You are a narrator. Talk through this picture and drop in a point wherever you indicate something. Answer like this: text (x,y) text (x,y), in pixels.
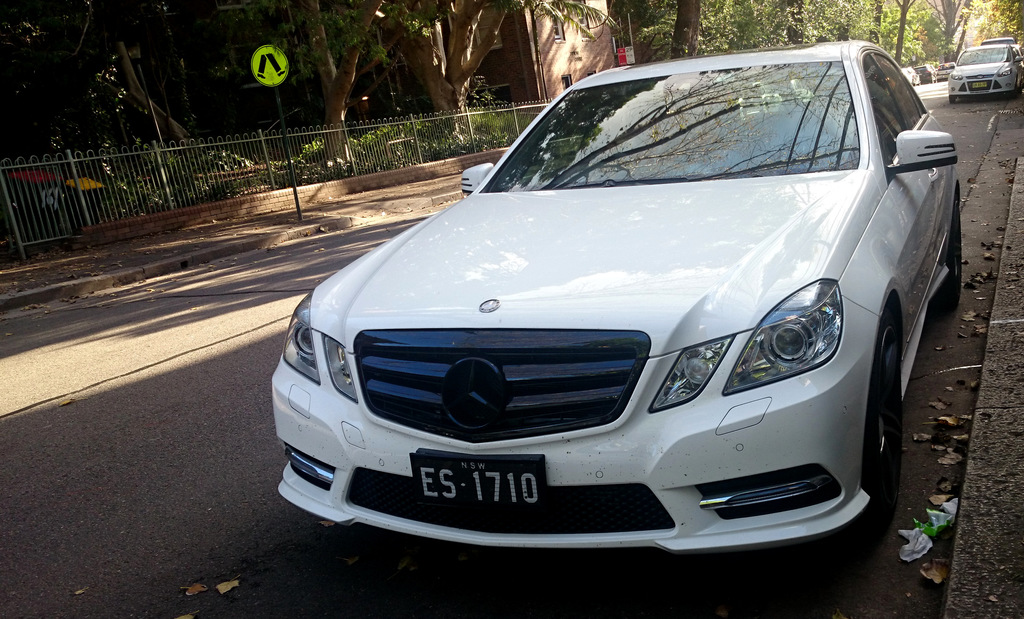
In this picture we can see few cars (822,233) on the road (977,122), in the background (301,53) we can find a sign board (261,80), fence (393,166), trees (430,45) and a building (513,46).
